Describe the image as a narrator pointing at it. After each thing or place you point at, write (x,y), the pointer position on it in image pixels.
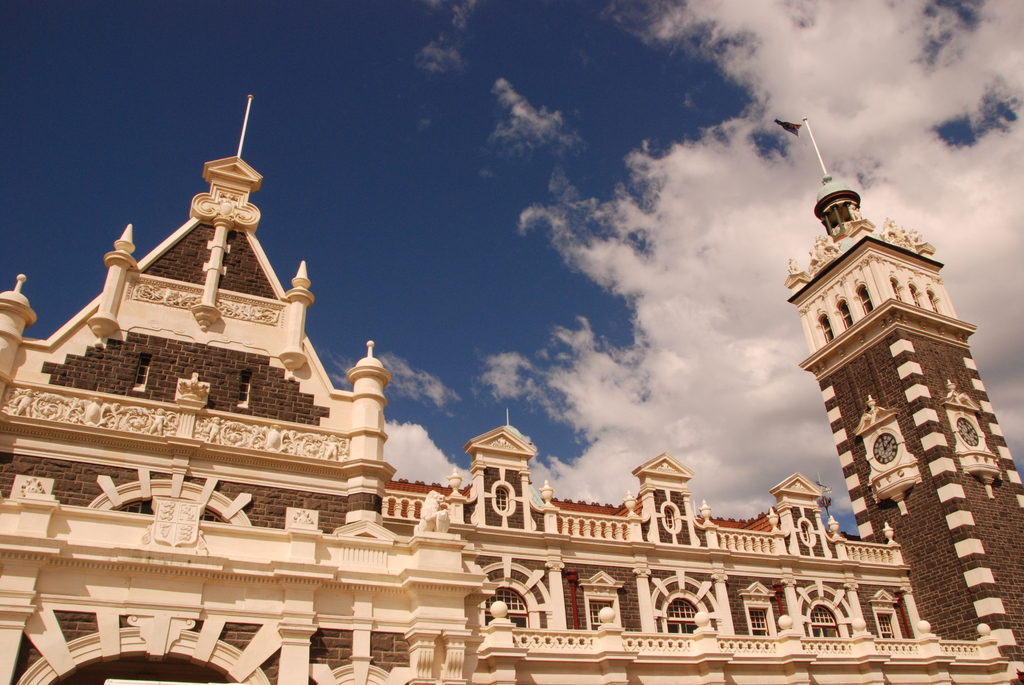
It is a big monument (379,489), in the right side (878,483) there is a clock (884,459) in it. At the top (590,127) it's a sunny sky (599,179).
